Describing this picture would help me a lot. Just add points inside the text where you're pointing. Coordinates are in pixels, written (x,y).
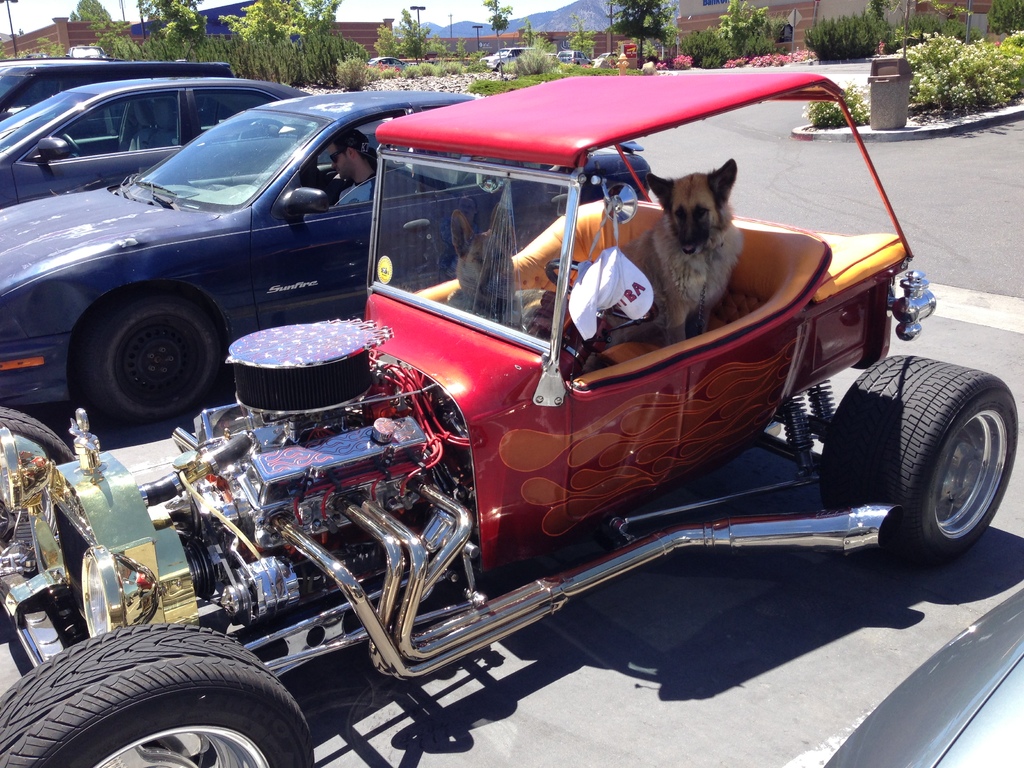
To the bottom of the image (394,512) there is a vehicle (514,369) on the road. Inside the vehicle (553,244) there are two dogs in it. Beside the vehicle (849,111) there are few cars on the road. And in the background (289,25) there are trees (175,15), poles (140,15), houses (857,5) and hills (509,26).
